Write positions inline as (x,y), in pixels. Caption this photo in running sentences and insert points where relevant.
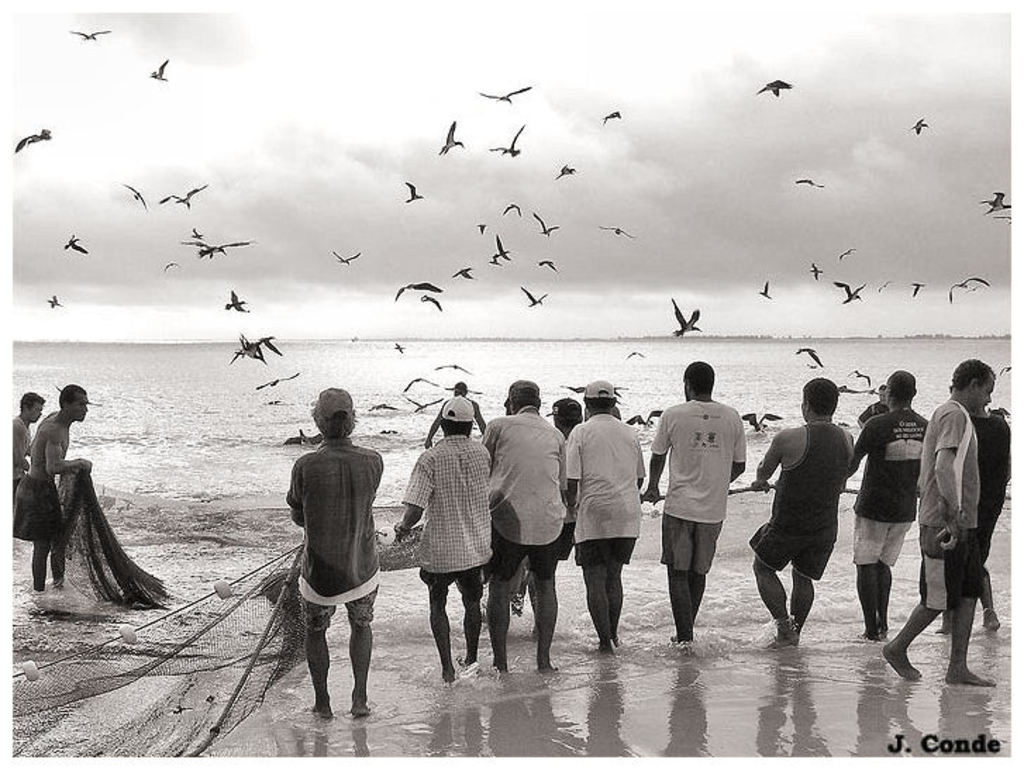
In this picture we can observe some people (515,535) standing, holding fishing net (102,549) in their hands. All of them are men (456,536). We can observe some birds (260,387). There is an ocean (335,375). In the background (516,177) there is a sky (467,256) with some clouds (762,246).
